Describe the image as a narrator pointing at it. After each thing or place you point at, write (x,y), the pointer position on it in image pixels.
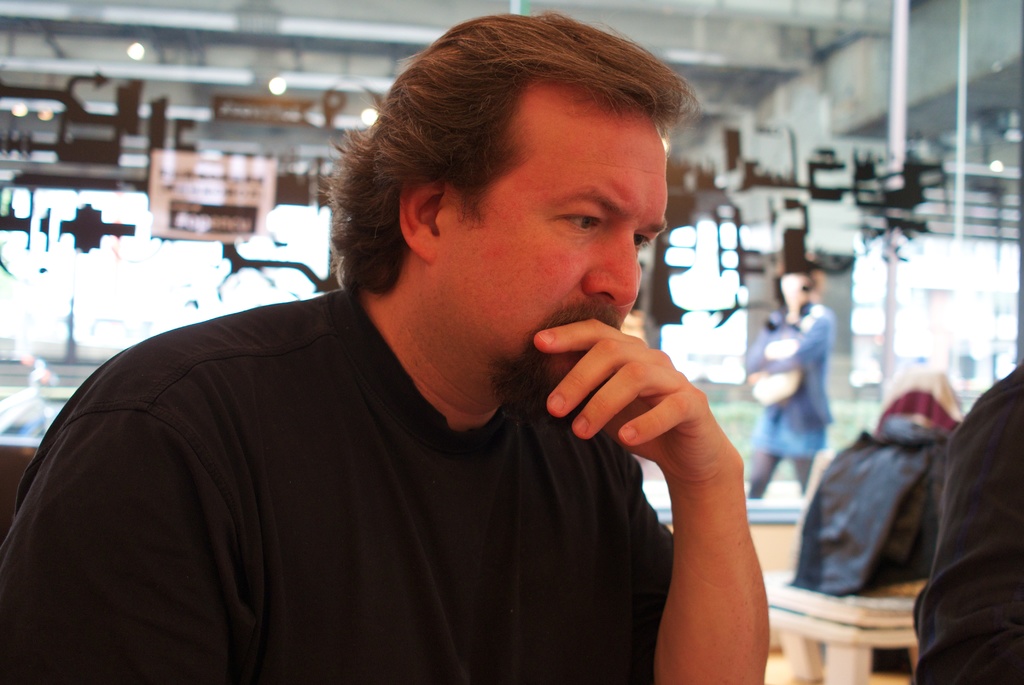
In this image I can see a person (417,464) wearing black colored t shirt (363,499). In the background (820,390) I can see a person (796,435) standing, the glass surface (844,377) through which I can see another building (838,146), few lights (271,87) and few other objects (192,196). To the right side of the image (1018,577) I can see a black colored object (1007,566) and a table (855,663) with few objects (881,514) on it.
